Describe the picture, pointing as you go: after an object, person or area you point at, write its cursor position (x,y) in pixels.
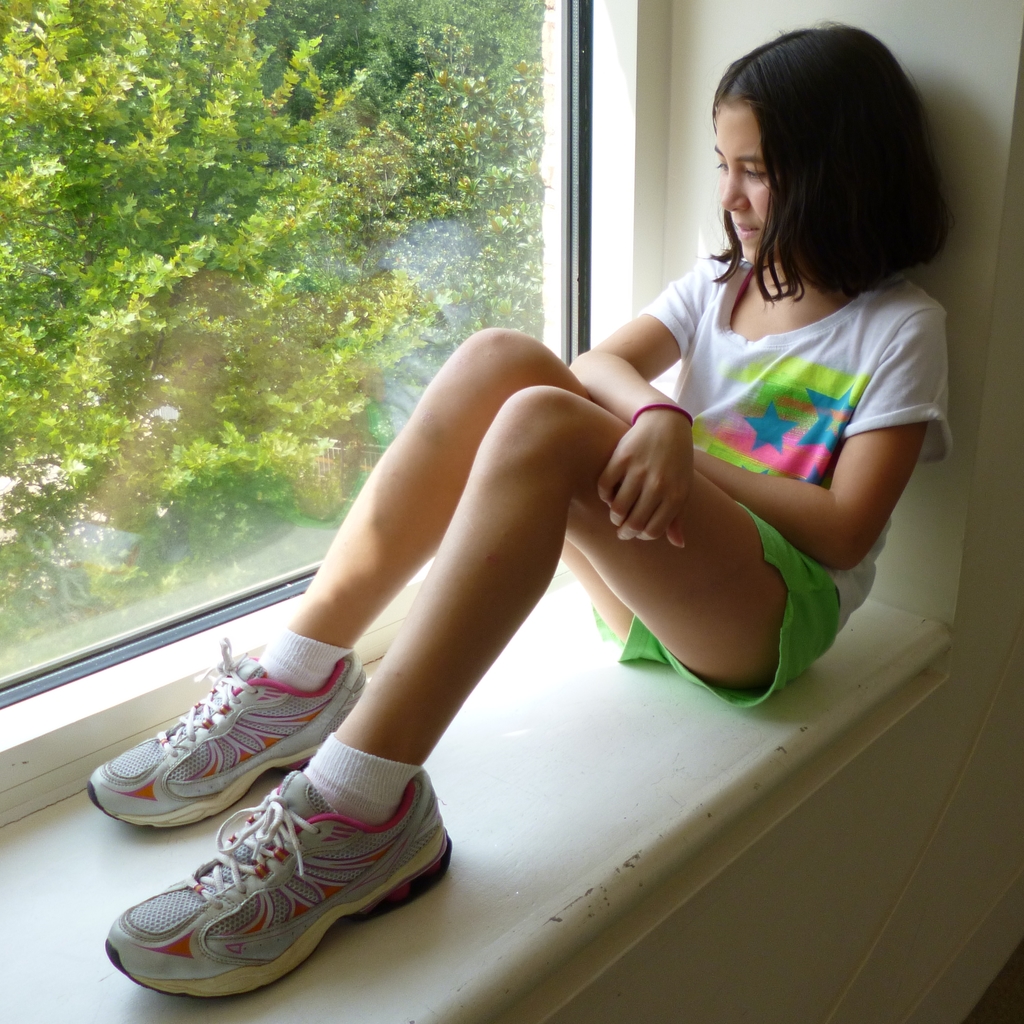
In this image I can see the person (501,366) sitting and the person (898,457) is wearing white and green color dress (882,419). In the background (444,239) I can see the glass window (307,162) and few trees (247,250) in green color.
